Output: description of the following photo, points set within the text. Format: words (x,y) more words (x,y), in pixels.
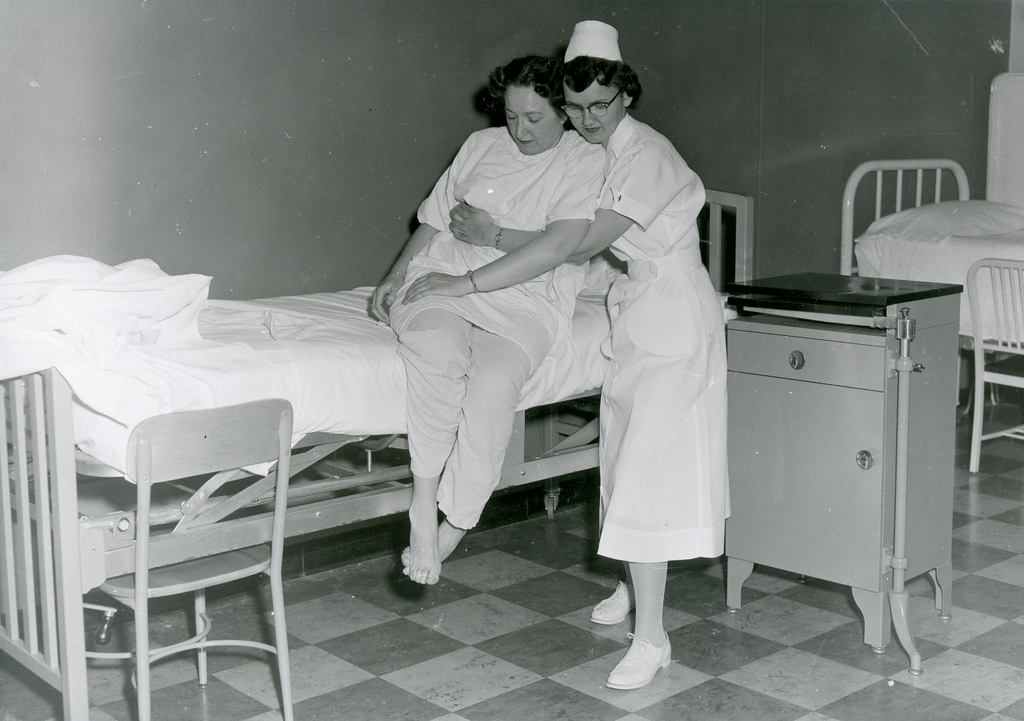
In the center (432,285) we can see two women's (425,337), one she is sitting on the bed (540,392) and the other one she is standing. In the background (486,104) there is a wall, beds (109,564), blanket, table (819,468), chairs (144,545) and pillow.
